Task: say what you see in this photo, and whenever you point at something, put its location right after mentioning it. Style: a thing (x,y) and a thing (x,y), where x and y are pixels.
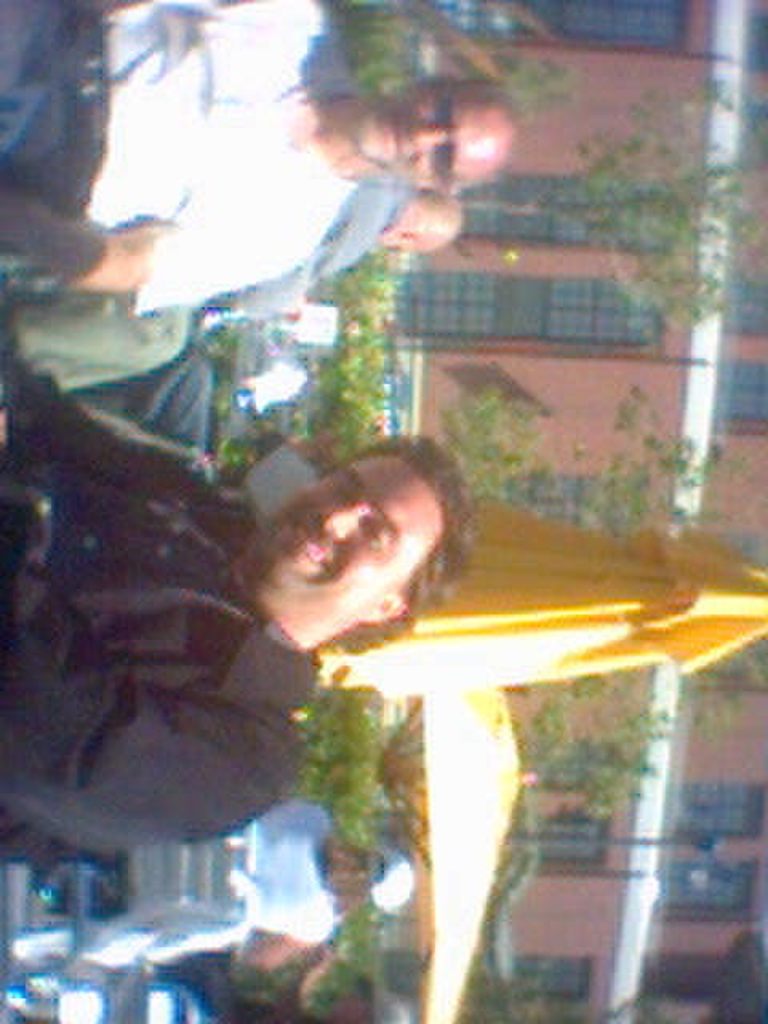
In this image in the front (323,162) there are persons (285,453) smiling. In the background (528,545) there are tents (553,651) which are yellow in colour, there are trees (527,736) and there is a building (644,430) and on one side there is a chair (219,850), on the chair (194,870) there is a person (259,888) sitting.
